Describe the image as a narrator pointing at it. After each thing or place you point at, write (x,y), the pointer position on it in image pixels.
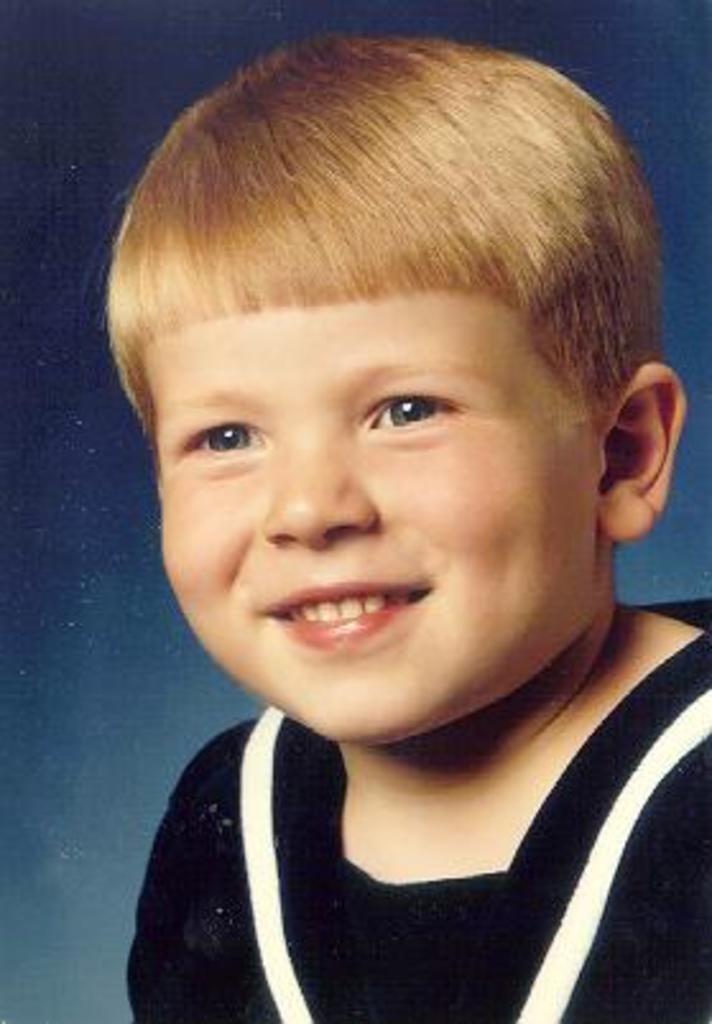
In this image there is a boy (436,609) smiling.
